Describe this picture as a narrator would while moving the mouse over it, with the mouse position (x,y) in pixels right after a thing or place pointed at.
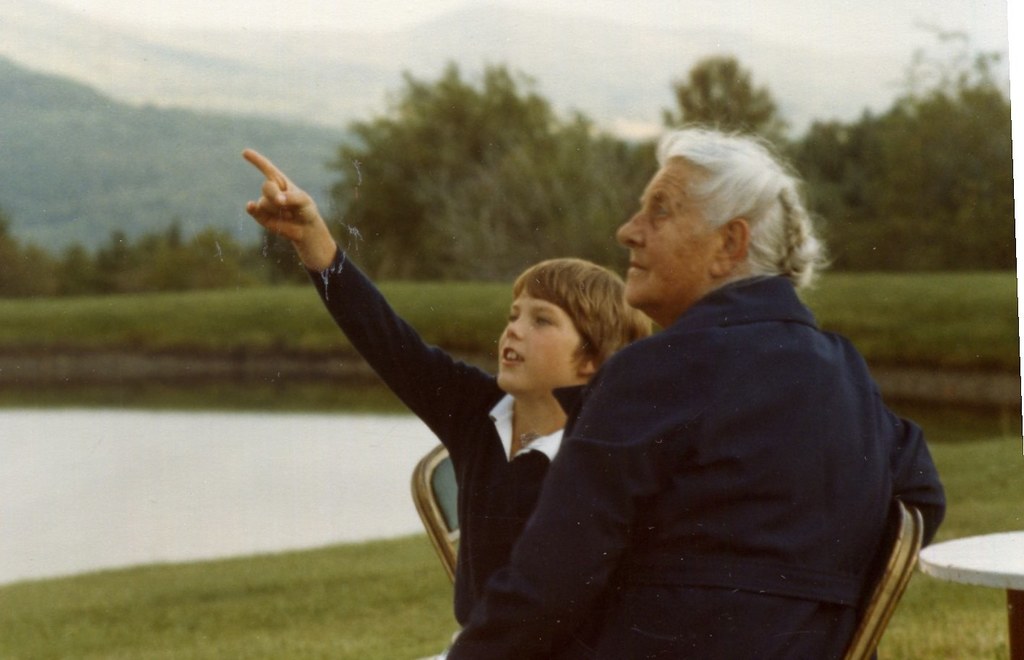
This 2 persons (600,284) are highlighted in this picture. This 2 persons (748,567) are sitting on a chair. Far there are number of trees (939,170). This is a freshwater river (314,450). Grass (317,576) is in green color. Backside of this person (714,535) there is a table (951,543).
